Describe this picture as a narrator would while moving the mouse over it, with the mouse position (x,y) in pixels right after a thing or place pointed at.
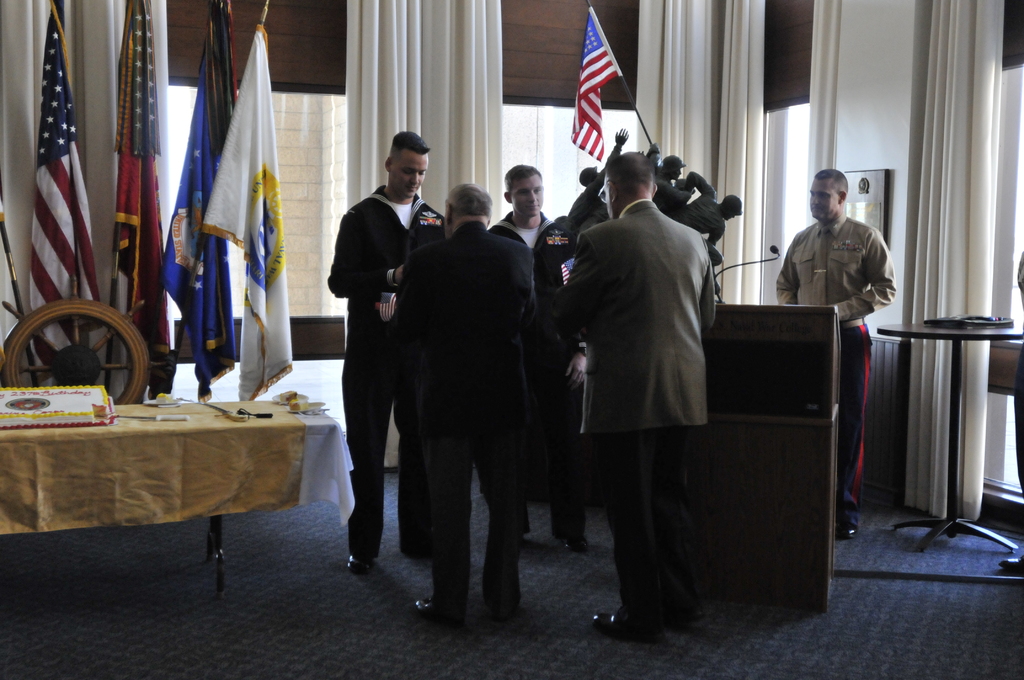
There are many people (548,270) standing. There is a statue (660,160) with a flag (596,91). Near to them there is a podium (767,356). In the back (467,68) there are curtains (451,84). On the left side (154,412) there is a table (181,413). On the table (145,409) there are many items (29,406). In the back (43,175) there are many flags (136,167).
